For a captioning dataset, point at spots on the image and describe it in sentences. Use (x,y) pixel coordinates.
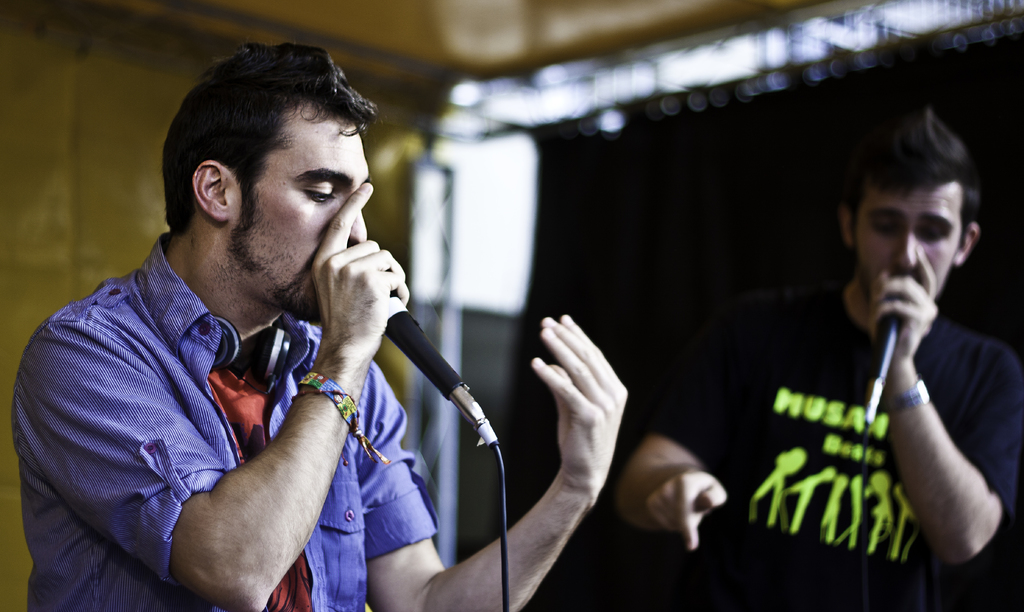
In this picture we can see two persons (251,383) Standing and holding a microphone (428,359) in a back side there is a black color cloth (663,209) and he is just the way he is like singing.
